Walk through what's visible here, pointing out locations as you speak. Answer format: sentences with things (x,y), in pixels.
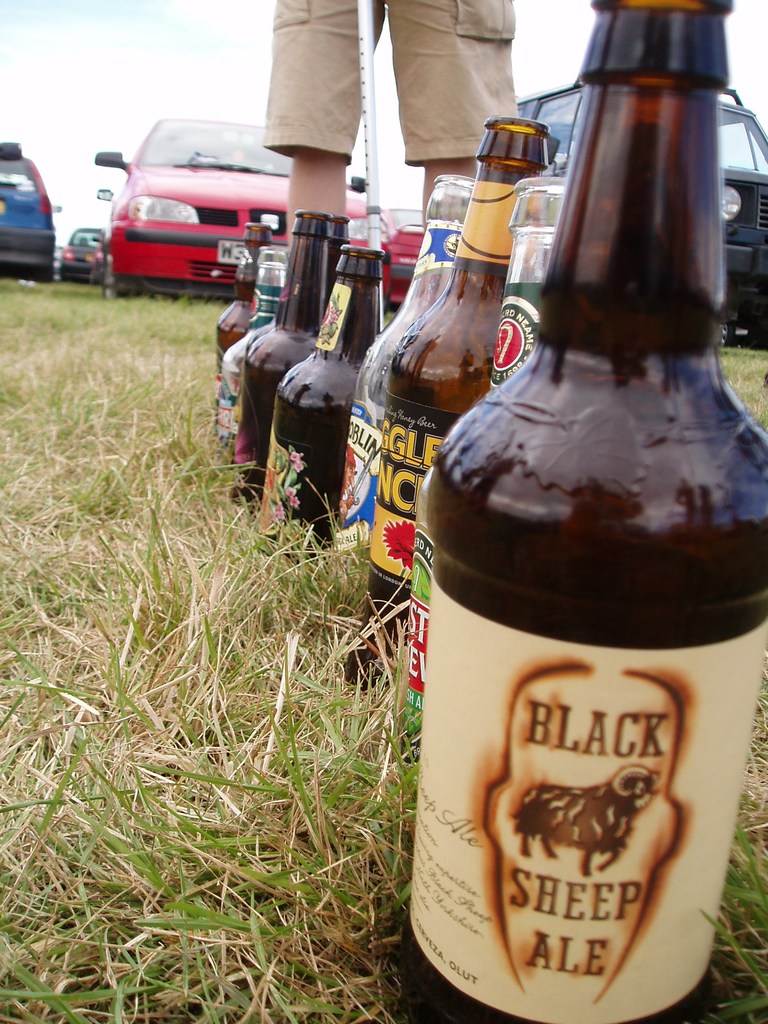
In this picture we can see bottles (598,310) placed in a line on grass (259,607) and person (447,4) standing with stick (371,112) and in the background (144,222) we can see cars (152,219), sky (133,95).
